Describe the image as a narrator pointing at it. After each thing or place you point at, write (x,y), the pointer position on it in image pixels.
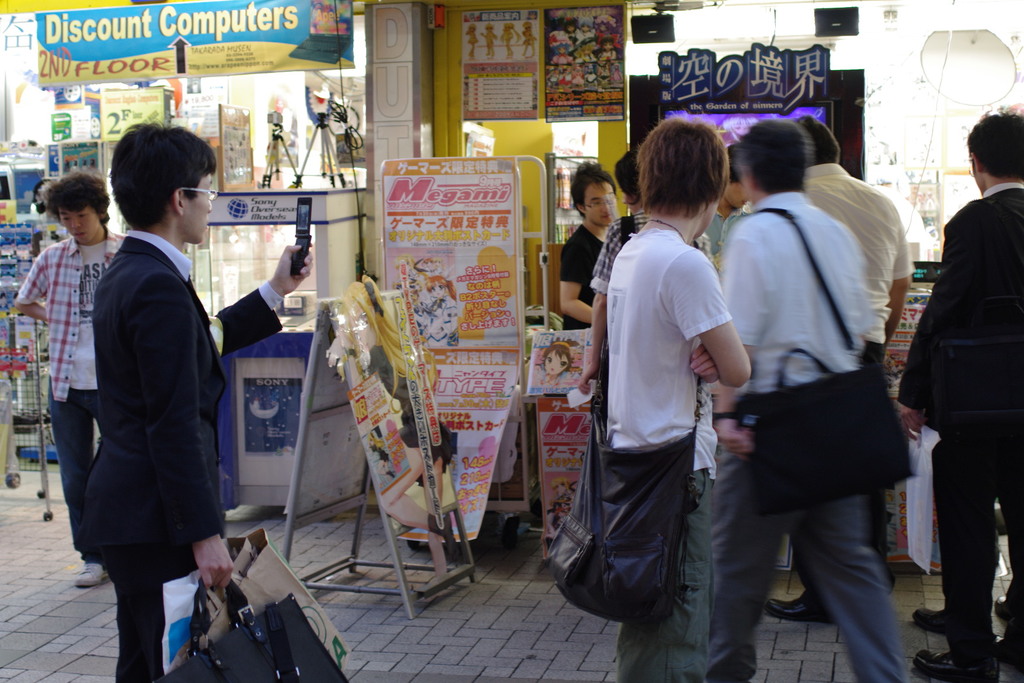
On the left side of the image (211,344) we can see a man (179,509) standing and holding bags (240,595) and a mobile (294,264) in his hands (292,280). In the center (648,412) there are people (840,537) standing and walking. We can see banners (458,372) and stalls (239,281). At the bottom (400,625) there is a road (603,641).
